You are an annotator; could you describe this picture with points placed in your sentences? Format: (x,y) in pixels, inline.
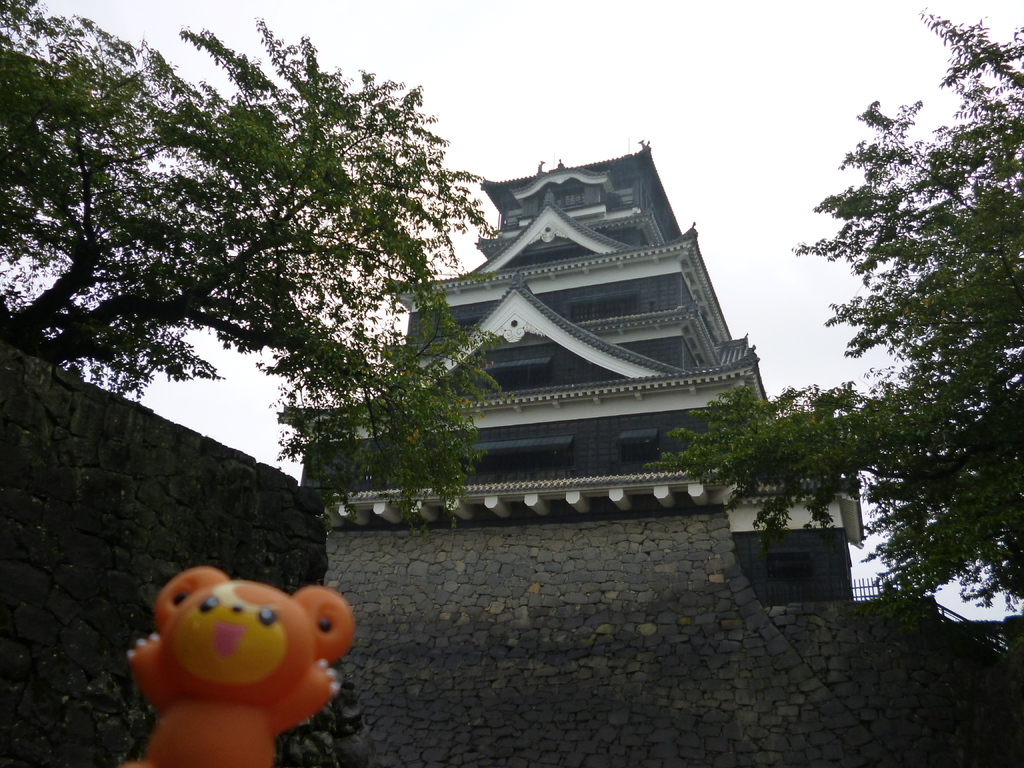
In this image I can see a toy (256,710) which is orange, yellow and black in color. In the background (103,501) I can see a huge wall (124,520) which is made up of rocks (153,517), few trees (348,386), a building (633,325) which is black and white in color and the sky (673,116).
